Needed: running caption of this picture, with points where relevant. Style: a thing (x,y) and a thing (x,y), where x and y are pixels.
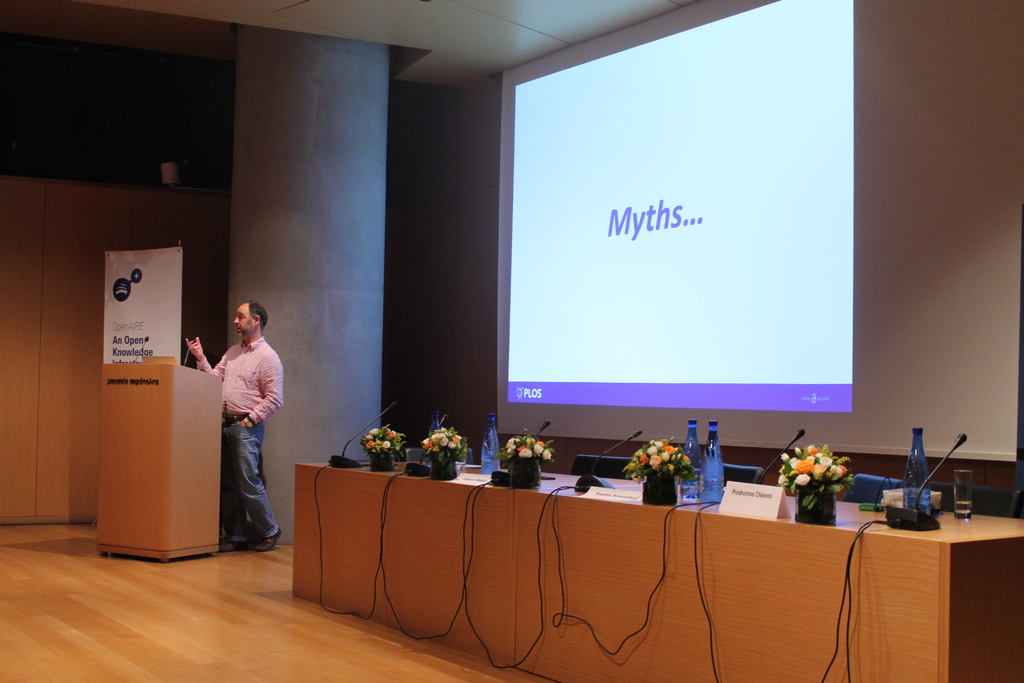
On the left side of the image (241,486) we can see a man (241,374) standing, before him there is a podium (157,510) and there is a banner (118,346). In the center (369,451) there is a table (472,585) and we can see mics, flower vases (817,511), bottles (688,483), boards (741,506), wires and a glass (961,509) placed on the table (661,532). In the background (629,463) there are chairs (586,468) and a screen (608,427) placed on the wall (451,317). We can see a pillar (345,274).
